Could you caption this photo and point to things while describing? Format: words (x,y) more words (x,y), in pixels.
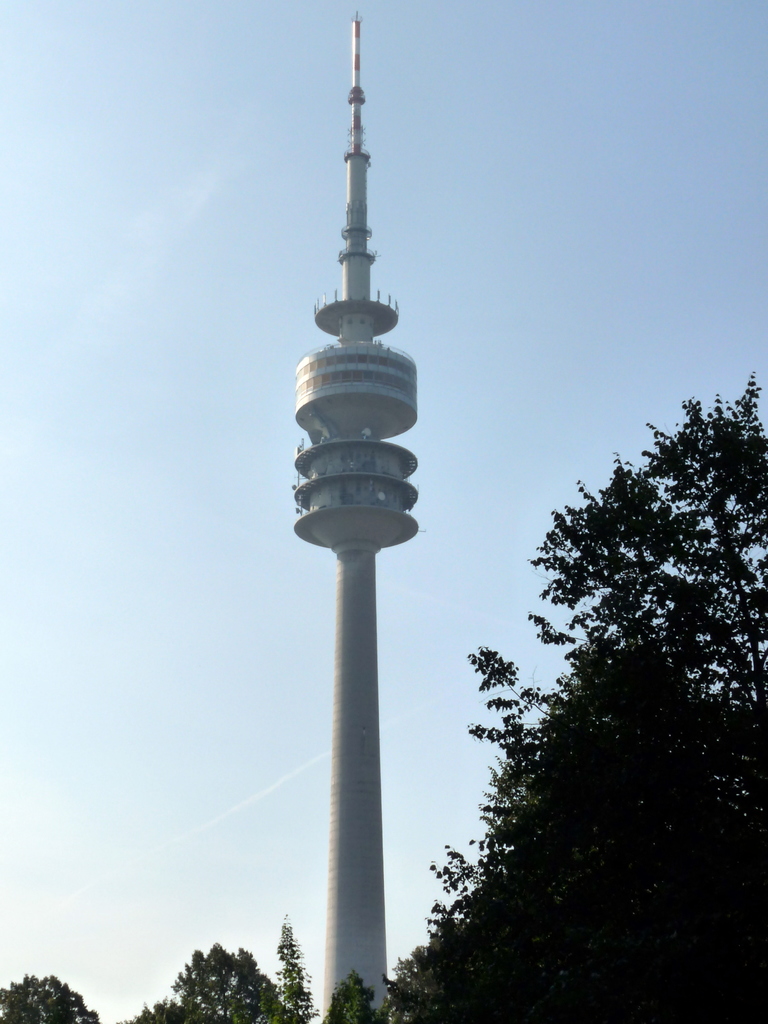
In this image in the front (479,962) there are trees (505,963). In the center (350,570) there is a tower (343,626).
